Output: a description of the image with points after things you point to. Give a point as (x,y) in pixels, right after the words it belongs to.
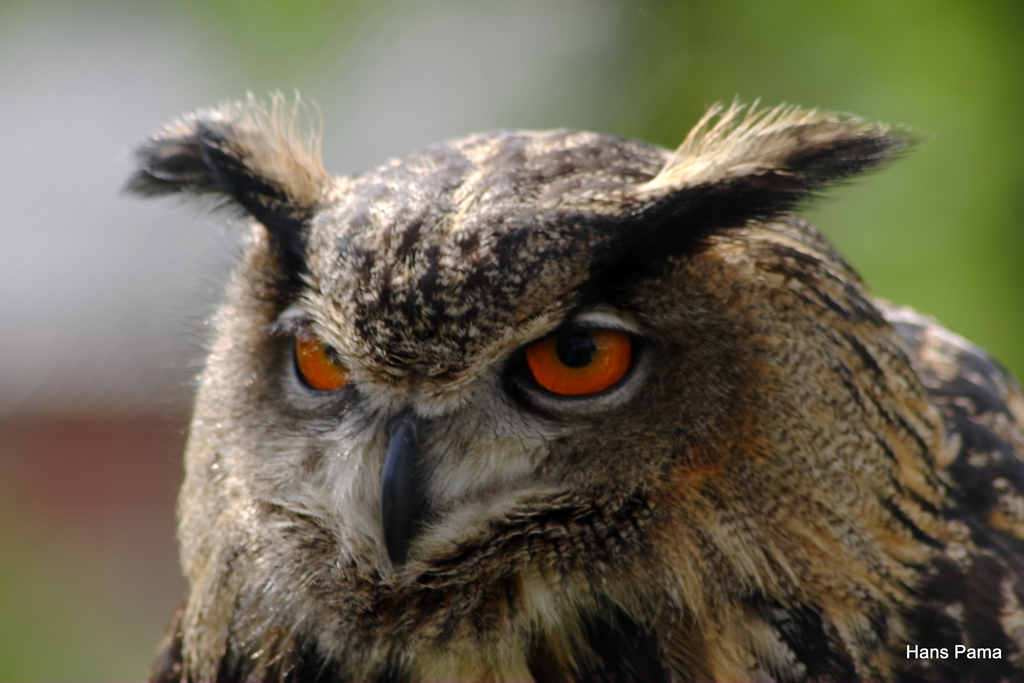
In this image I can see a bird (313,170) which is in brown and black color and I can see blurred background (17,301).
